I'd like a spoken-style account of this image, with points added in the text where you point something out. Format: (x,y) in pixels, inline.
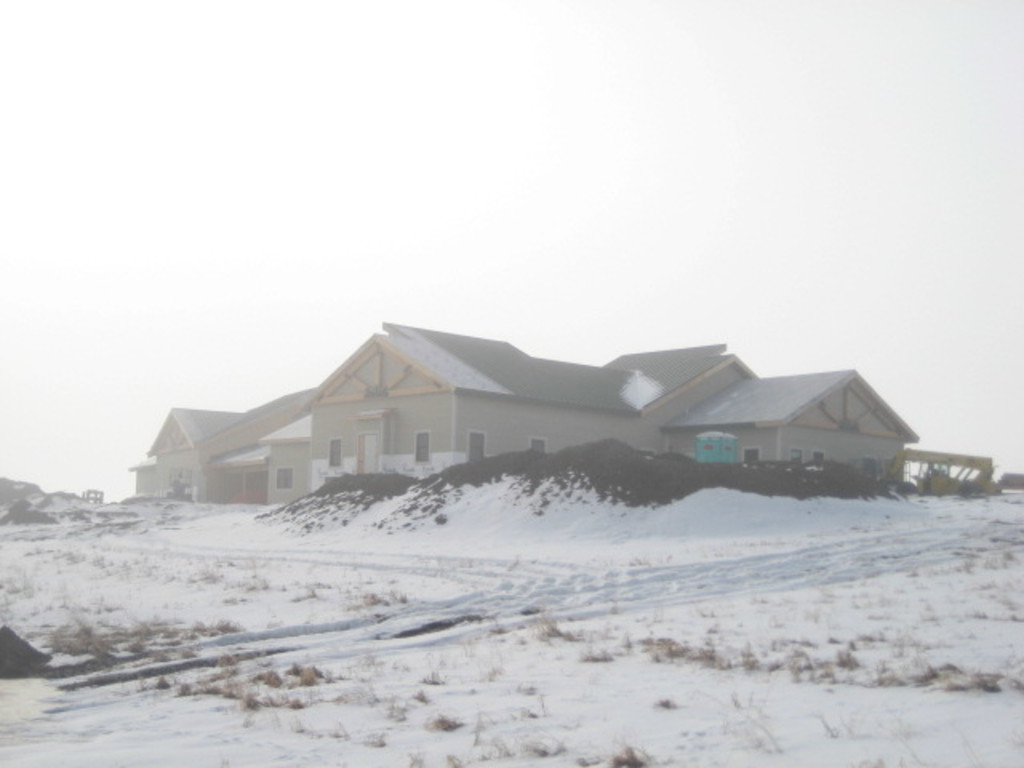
In the picture I can see houses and the snow (477,545). In the background (429,229) I can see the sky (429,229).
